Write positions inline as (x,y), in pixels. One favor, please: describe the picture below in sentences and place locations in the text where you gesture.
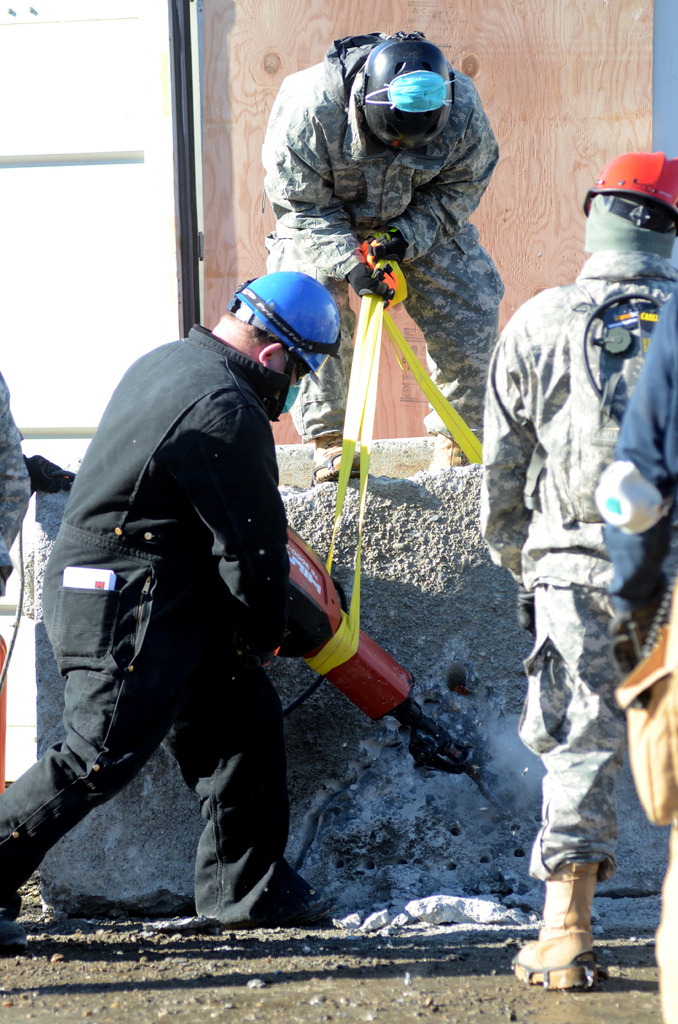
A person (283,560) is standing holding a machine (303,587). 2 people (335,83) are present wearing a uniform (540,292). There is a door (575,118) at the back (531,52).
